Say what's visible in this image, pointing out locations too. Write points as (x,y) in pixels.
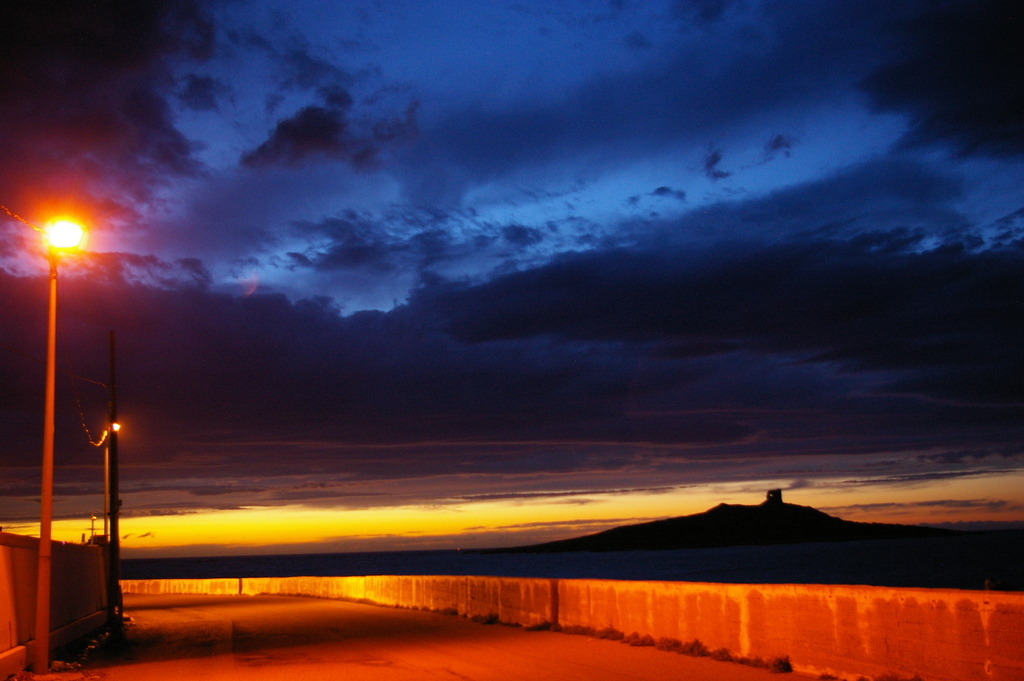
In this picture we can see the road (339,605), grass (496,619), walls (777,642), light poles (45,539), mountain (794,515) and in the background (19,376) we can see the sky (359,224) with clouds (385,201).
